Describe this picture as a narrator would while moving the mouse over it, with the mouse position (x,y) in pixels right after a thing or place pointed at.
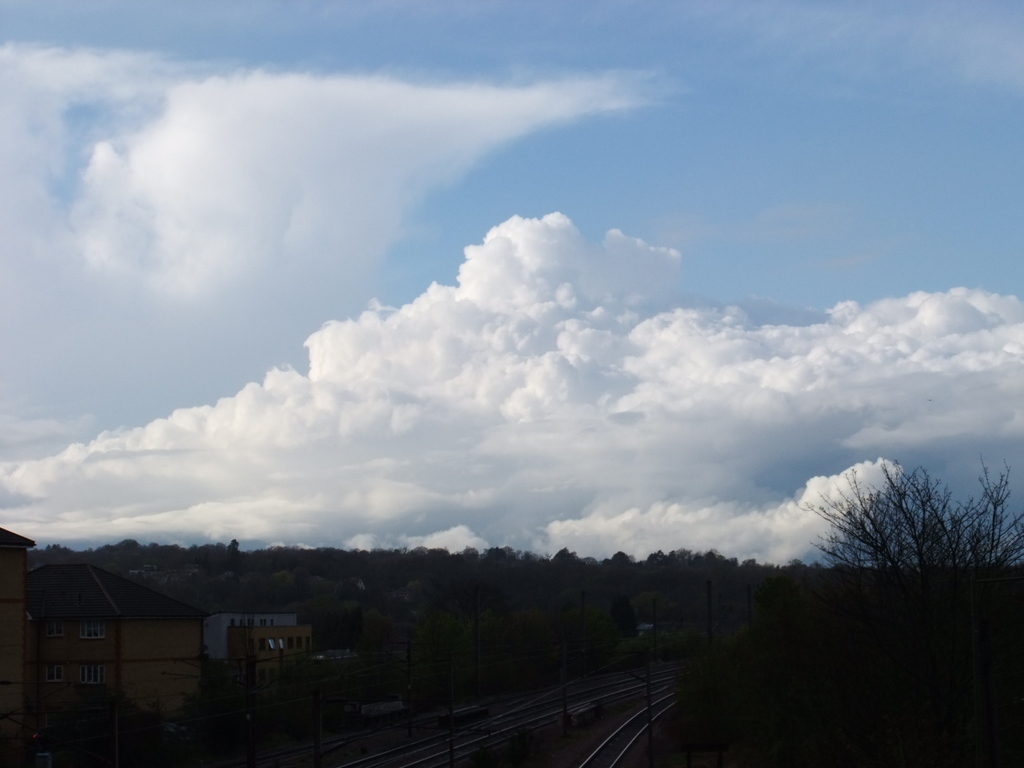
In this image there are train tracks (510,727), beside the tracks (602,744) there are houses (111,622), in the background (592,605) there are trees (455,605) and the sky (316,299).
